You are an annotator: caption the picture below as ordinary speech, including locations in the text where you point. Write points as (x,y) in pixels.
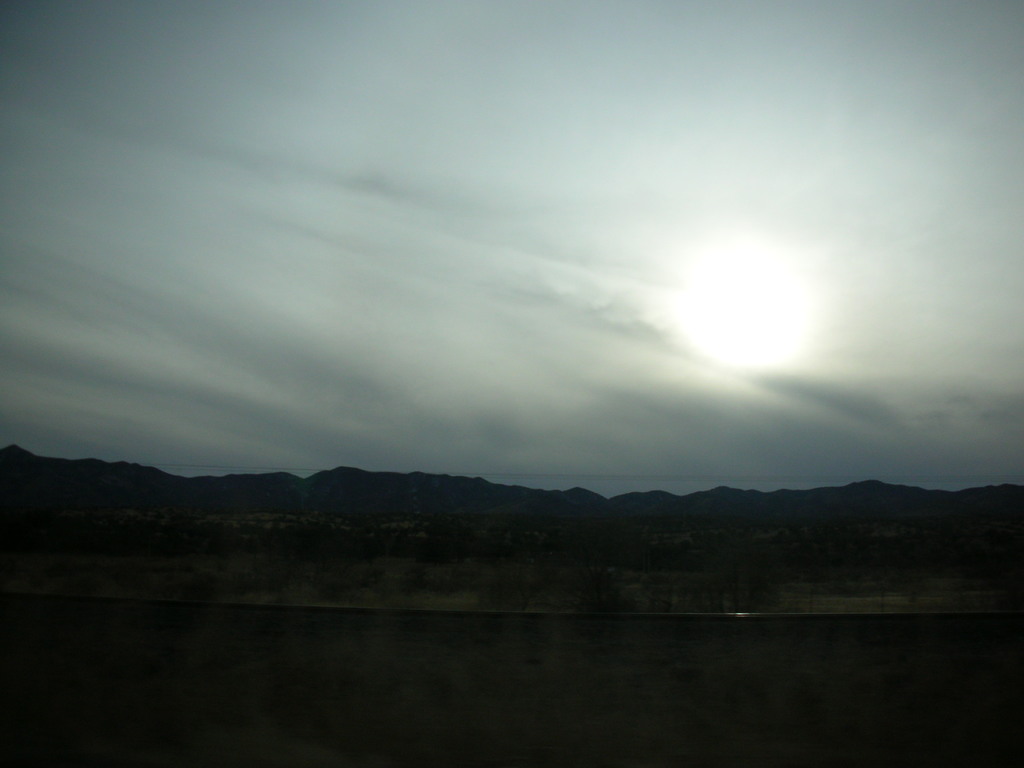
This picture is taken from outside of the city. In this image, we can see some mountains (97,488), rocks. At the top (629,215), we can see a sky (637,340) and a sun (728,362). At the bottom (506,586), we can see black color.
